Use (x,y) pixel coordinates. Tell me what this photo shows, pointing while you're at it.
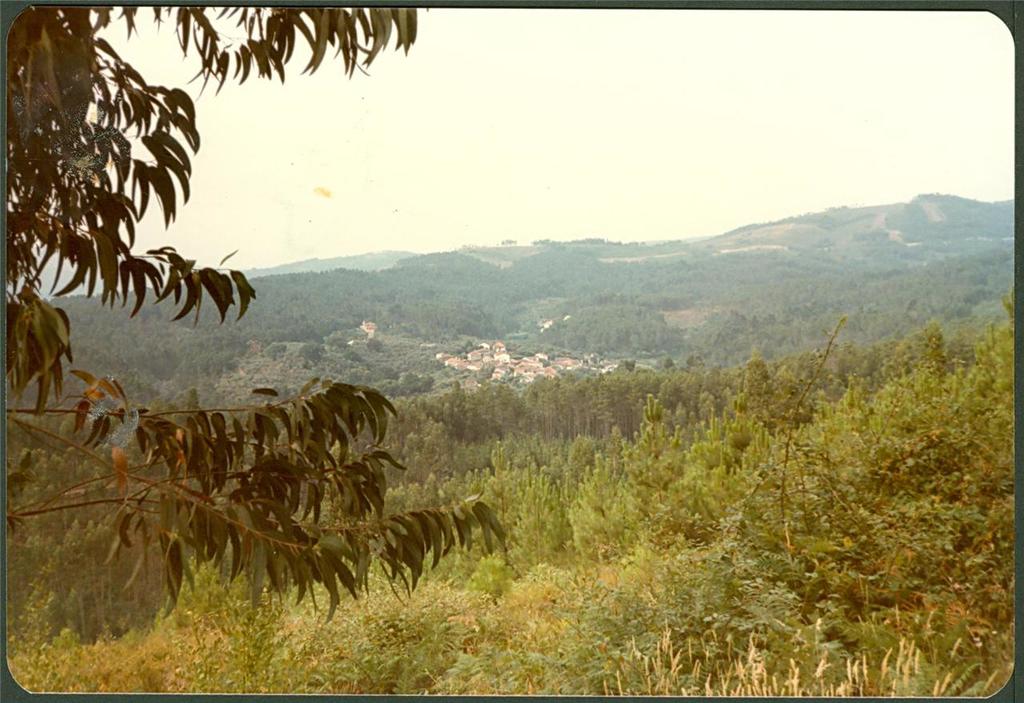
As we can see in the image there are trees (624,451) and buildings (500,359). At the top (584,84) there is sky (580,60).
